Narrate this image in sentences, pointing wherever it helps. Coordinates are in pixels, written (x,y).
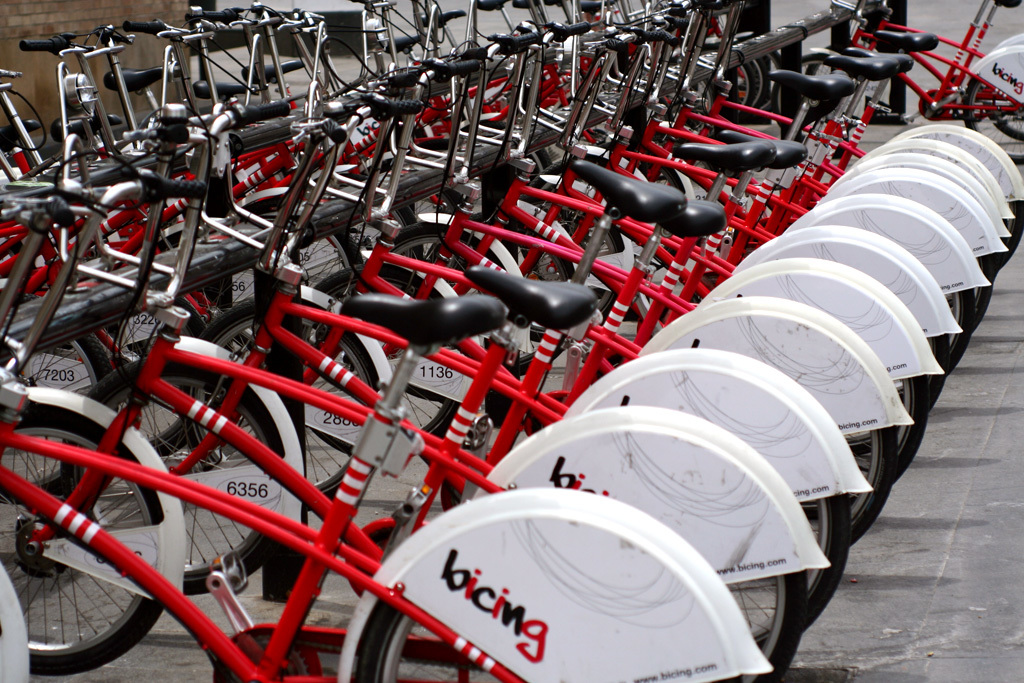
In this picture I can see bicycles (507,432), these bicycles (459,289) are red and white in color. I can see something written on them.
